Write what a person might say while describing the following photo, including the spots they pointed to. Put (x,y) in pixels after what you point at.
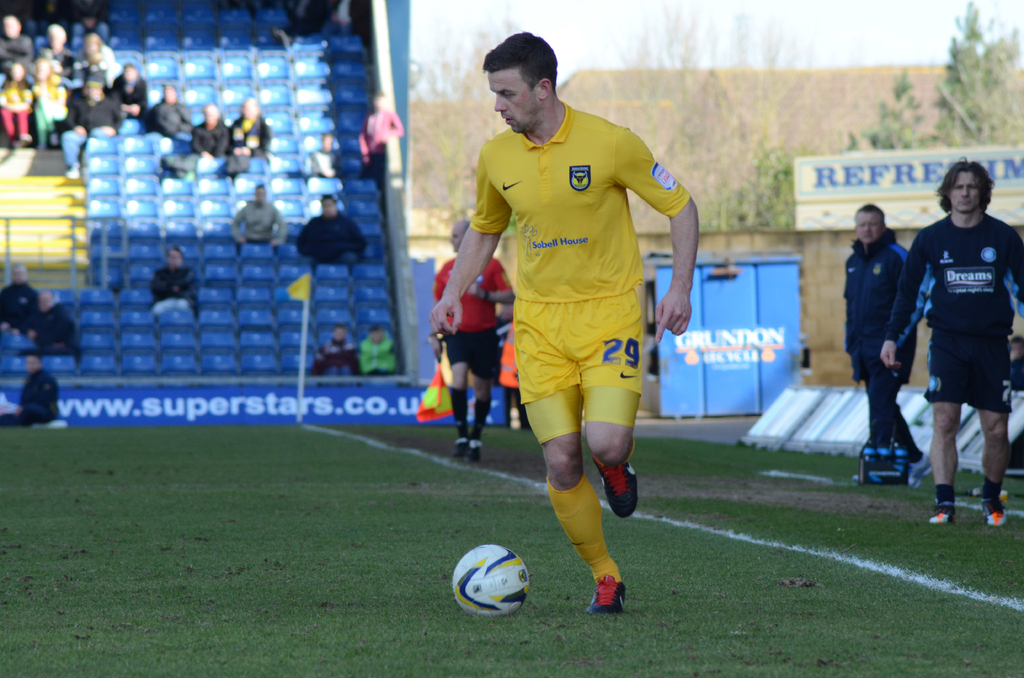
This picture is clicked outside. On the right (933,355) we can see the two persons (988,496) walking on the ground (822,470). In the center (459,289) we can see the two persons (480,271) running on the ground (217,580). The ground (169,569) is covered with the green grass (728,605). In the background (744,387) there are some objects (850,420) and we can see the sky (676,68), trees (1014,74) and a board (859,169) on which the text (826,173) is printed and we can see the group of people (141,108) sitting on the chairs (221,310) and we can see the blue color chairs (249,270) and a flag (295,286) and there is a ball (465,589) is placed on the ground (274,648).
